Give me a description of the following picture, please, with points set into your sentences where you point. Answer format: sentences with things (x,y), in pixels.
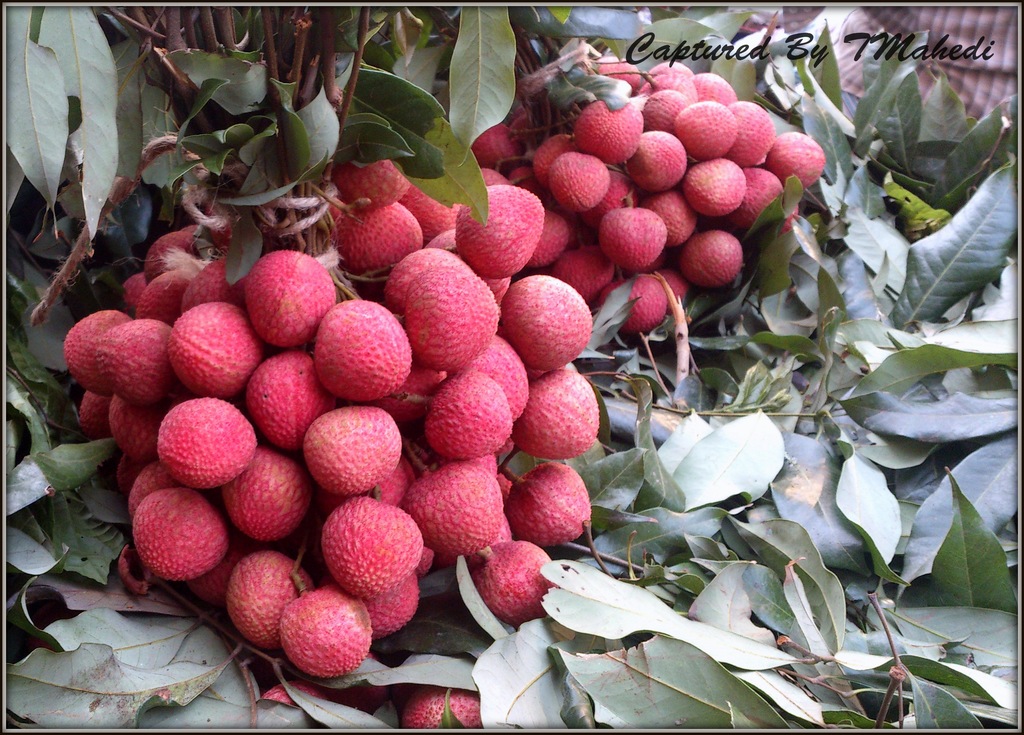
There are bunches of litchi (394,202). Also there are leaves (936,286). In the right top corner (799,38) there is a watermark (799,38).
